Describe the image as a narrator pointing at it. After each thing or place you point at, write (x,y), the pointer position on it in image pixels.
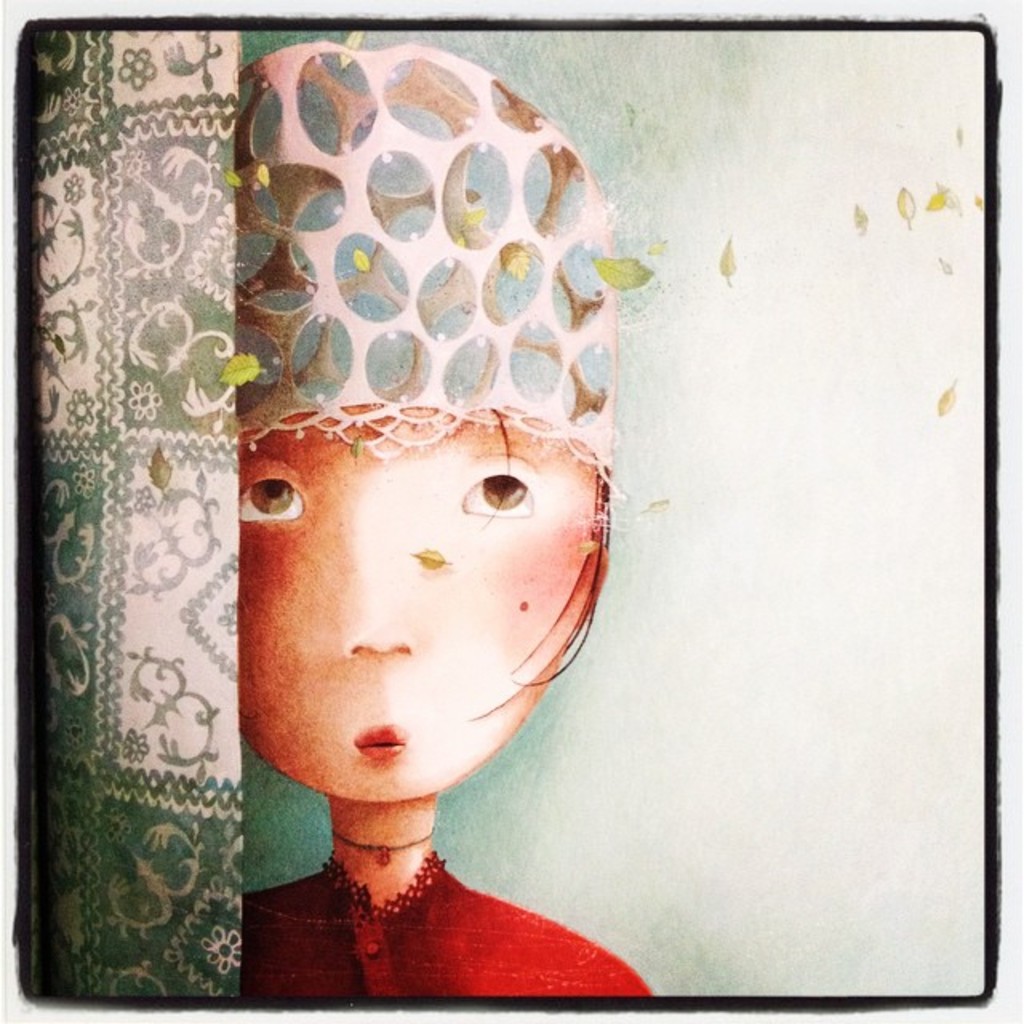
This picture seems to be an edited image with the borders (887,1002) and we can see the painting (424,604) of a person (424,604) and the paintings (160,210) of some objects (141,300) and the leaves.
